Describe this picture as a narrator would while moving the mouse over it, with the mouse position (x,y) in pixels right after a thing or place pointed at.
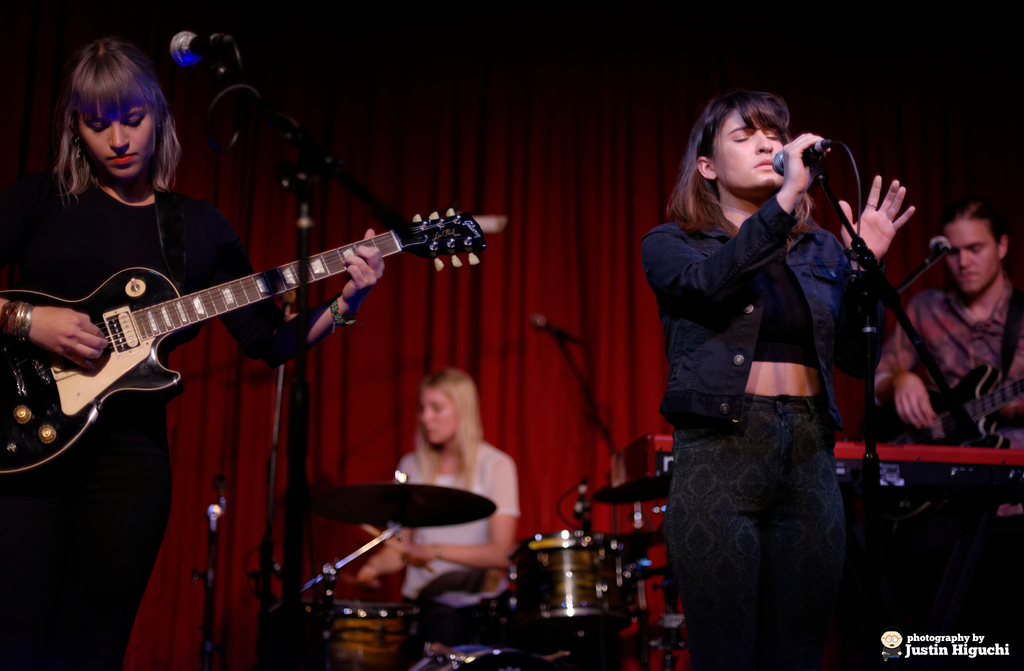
In this picture there are group of people (685,481) those who are performing the music event on the stage (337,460) there is a girl (7,313) who is standing at the left side of the image (22,305) she is holding the guitar (449,248) in her hands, there is a girl (501,487) who is sitting at the center of the image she is playing the drums (538,537) and there is a red color curtain (607,81) behind them.
